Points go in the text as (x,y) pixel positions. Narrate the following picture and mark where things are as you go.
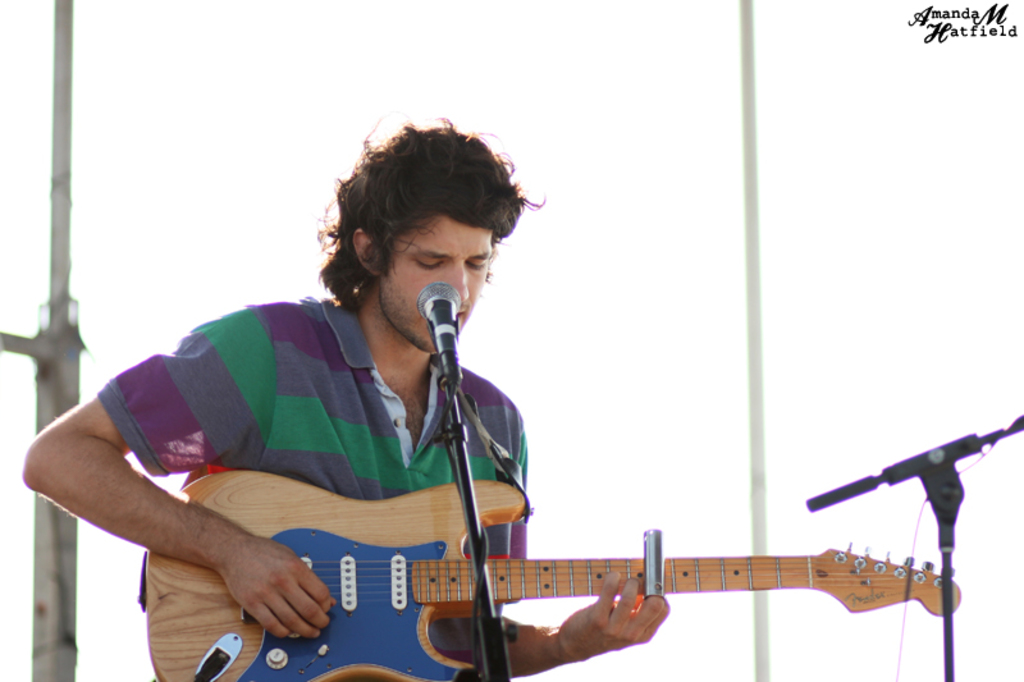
In this image I can see a man (517,460) is holding guitar (489,492). I can also see a mic (436,302) in front of him. I can see he is wearing a t-shirt (332,400).
